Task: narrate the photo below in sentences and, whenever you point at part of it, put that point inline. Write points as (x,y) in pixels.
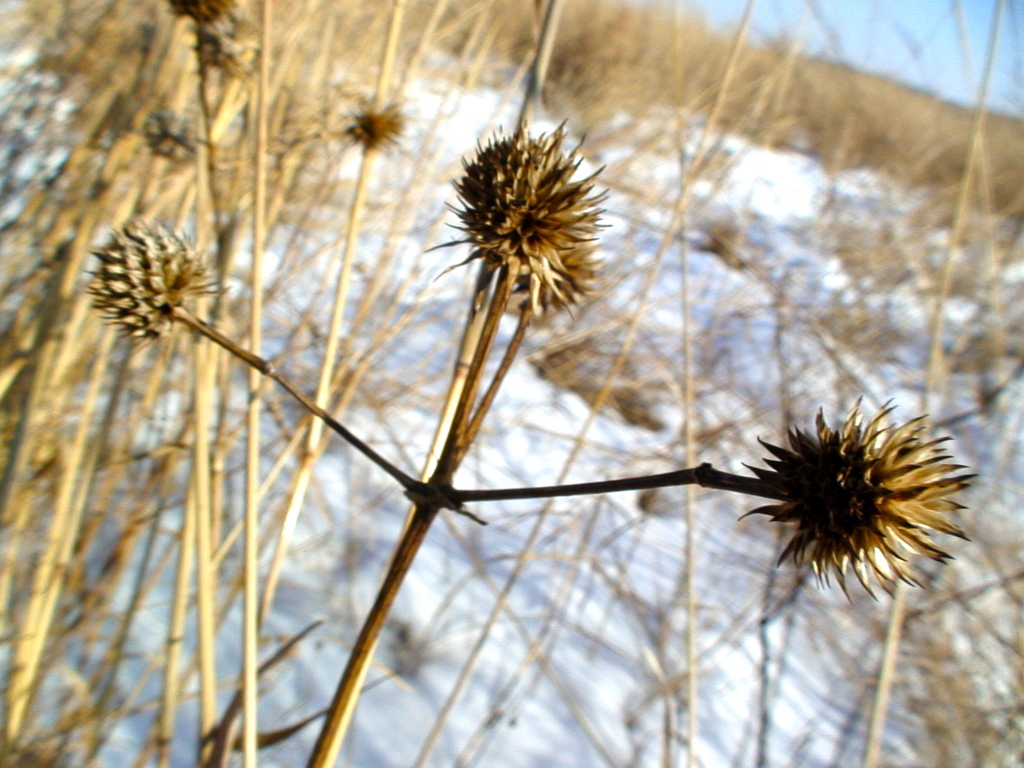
In this picture I can see there are plants (621,487) and there is the snow (596,474), in the top right hand side (929,44) corner there is the sky (948,44).
